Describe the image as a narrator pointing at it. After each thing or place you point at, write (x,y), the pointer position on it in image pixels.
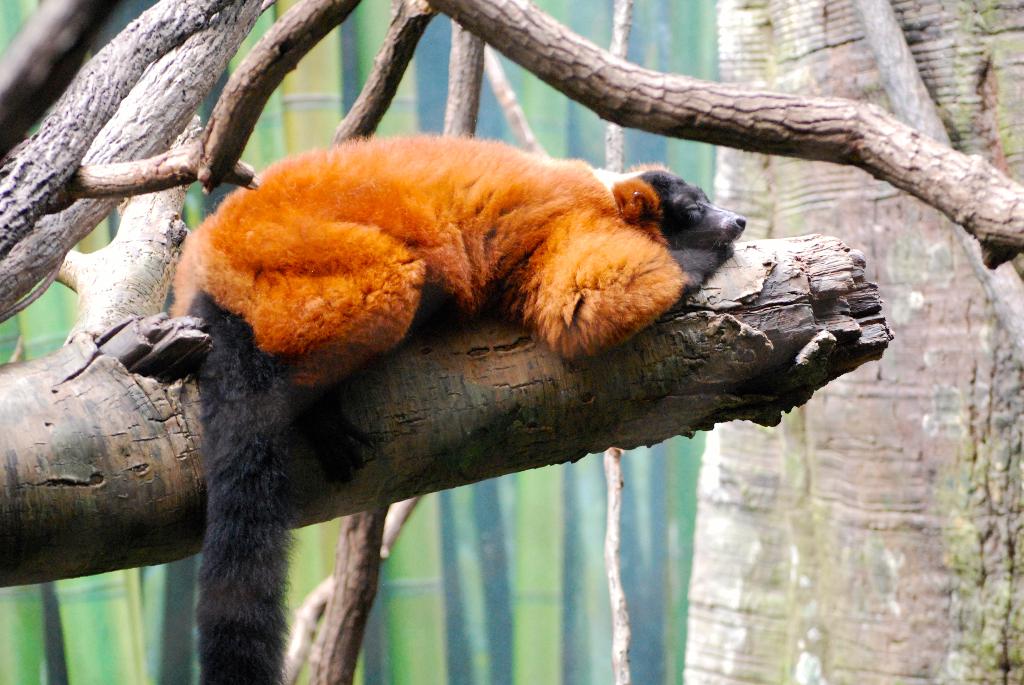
Here in this picture we can see a red ruffed lemur (360,255) present on a branch (134,282) of a tree (125,414) and we can also see other plants (178,169) and trees (149,169) present.
